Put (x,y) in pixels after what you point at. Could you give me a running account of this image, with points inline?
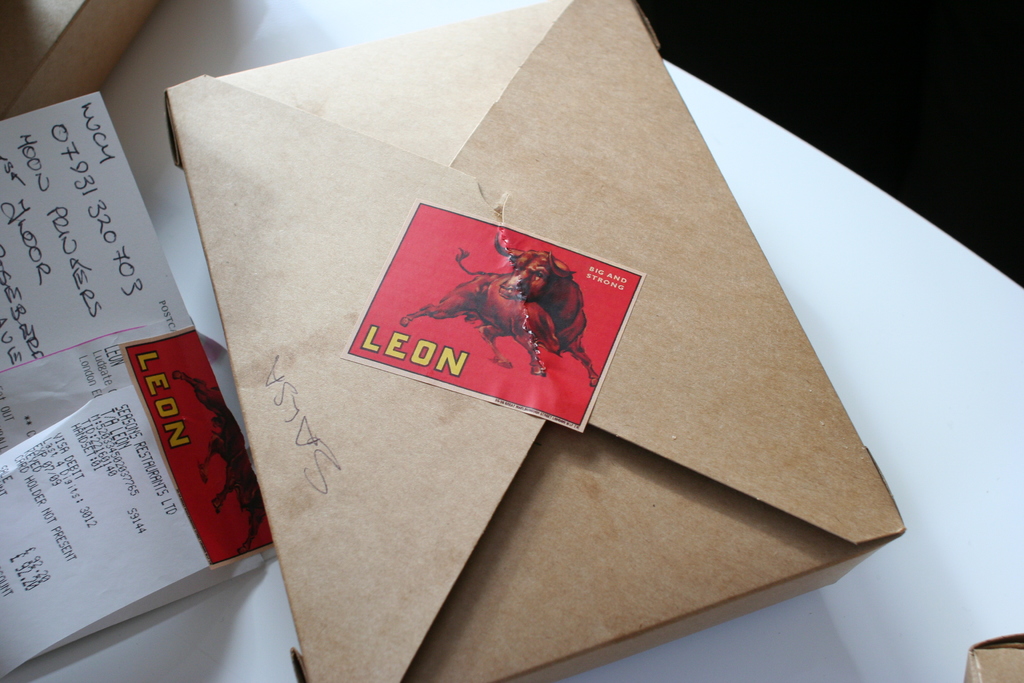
In the center of the image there is a white platform (940,272). On the platform (940,295), we can see one box (783,382) with a label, papers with a label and some text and a few other objects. And we can see the dark background (890,93).
